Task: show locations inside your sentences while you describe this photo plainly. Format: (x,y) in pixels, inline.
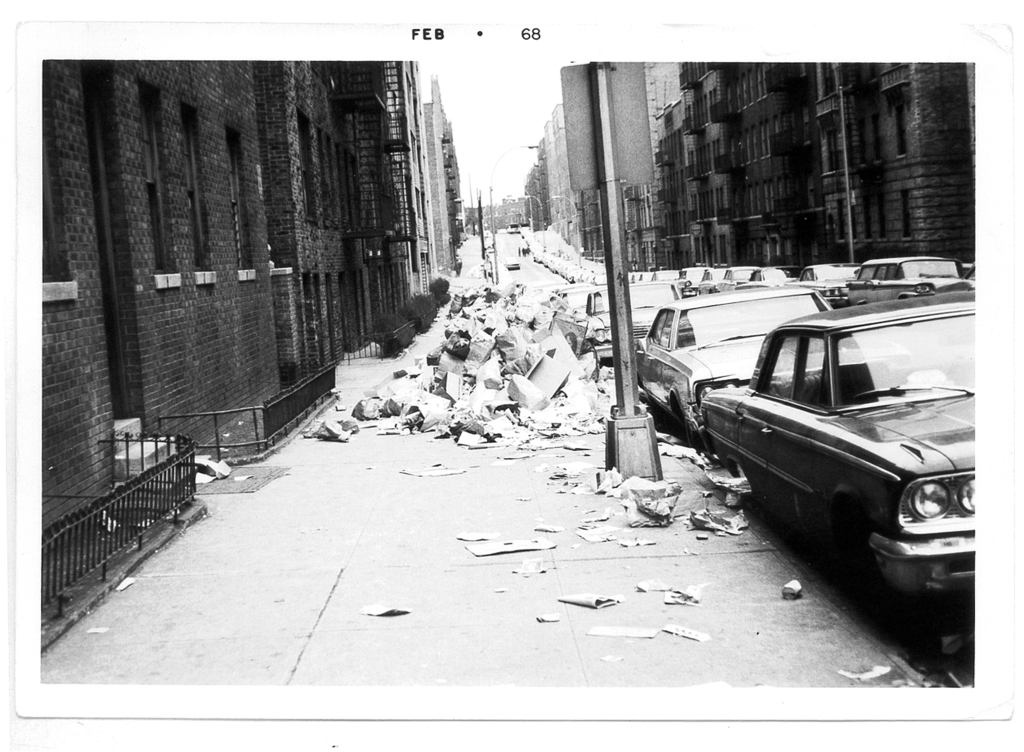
This image is a photograph and it is a black and white image with the buildings (456,187), light poles (611,267), cars (682,301) on the road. We can also the papers (586,347) on the path (694,533). Sky (485,136) is also visible. At the top (525,35) we can see the text (528,33).
